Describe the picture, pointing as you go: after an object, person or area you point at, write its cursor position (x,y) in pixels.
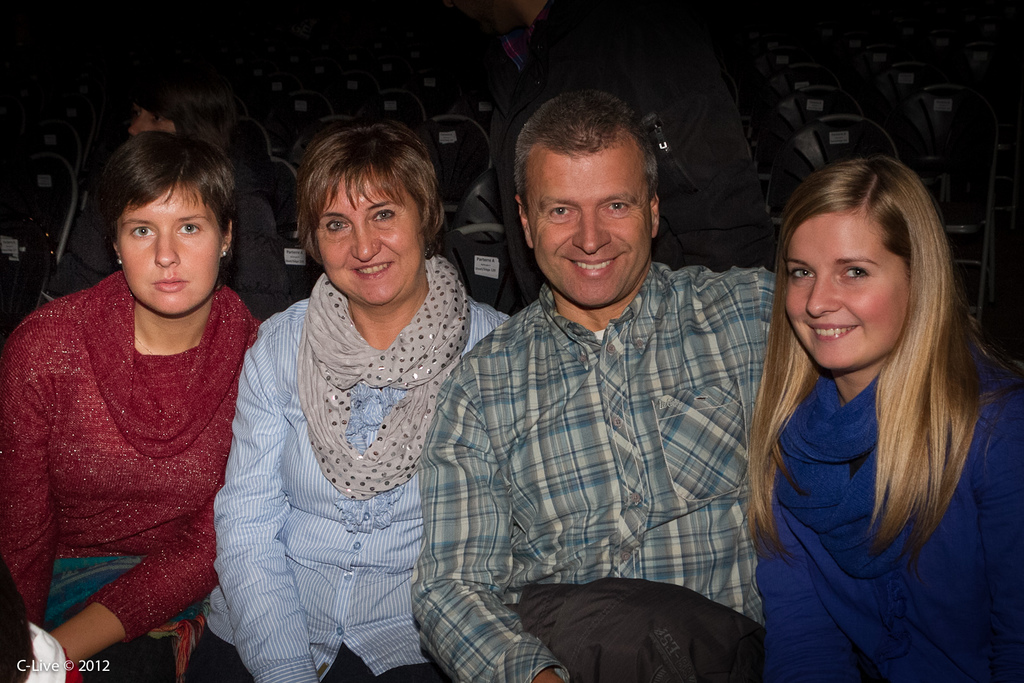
There are four persons (155,309) in different color dresses (433,330) sitting on chairs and three are smiling. In the background (188,120), there is a person (616,62) standing, there is a person (190,81) sitting on other chair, there are chairs (323,70) arranged. And the background (938,29) is dark in color.
